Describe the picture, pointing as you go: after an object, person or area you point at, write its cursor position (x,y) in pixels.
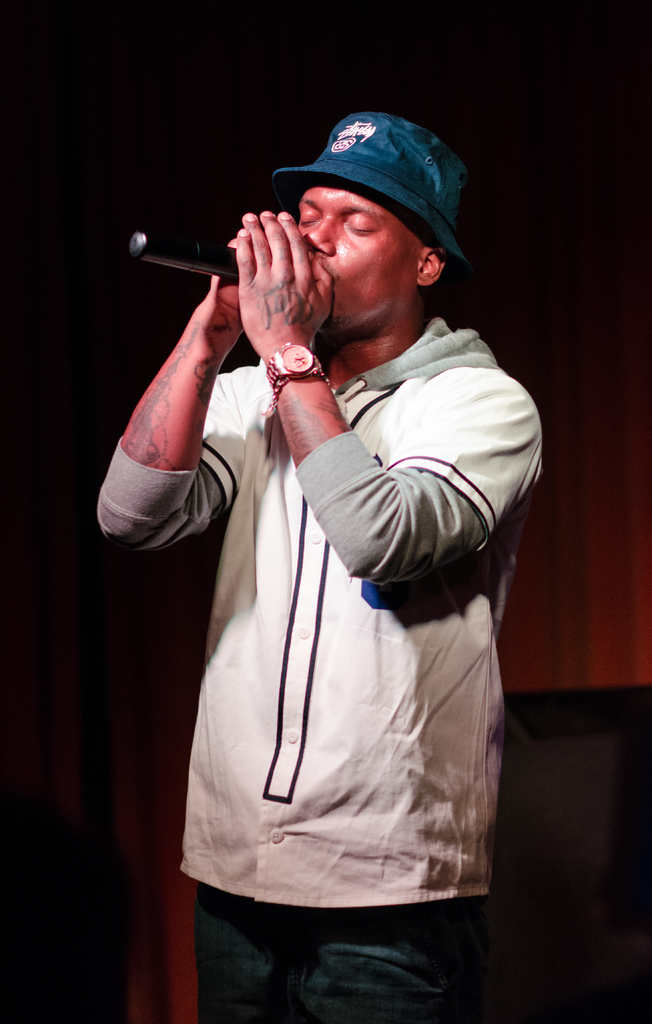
In this picture a man (411,549) is singing with the help of microphone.
